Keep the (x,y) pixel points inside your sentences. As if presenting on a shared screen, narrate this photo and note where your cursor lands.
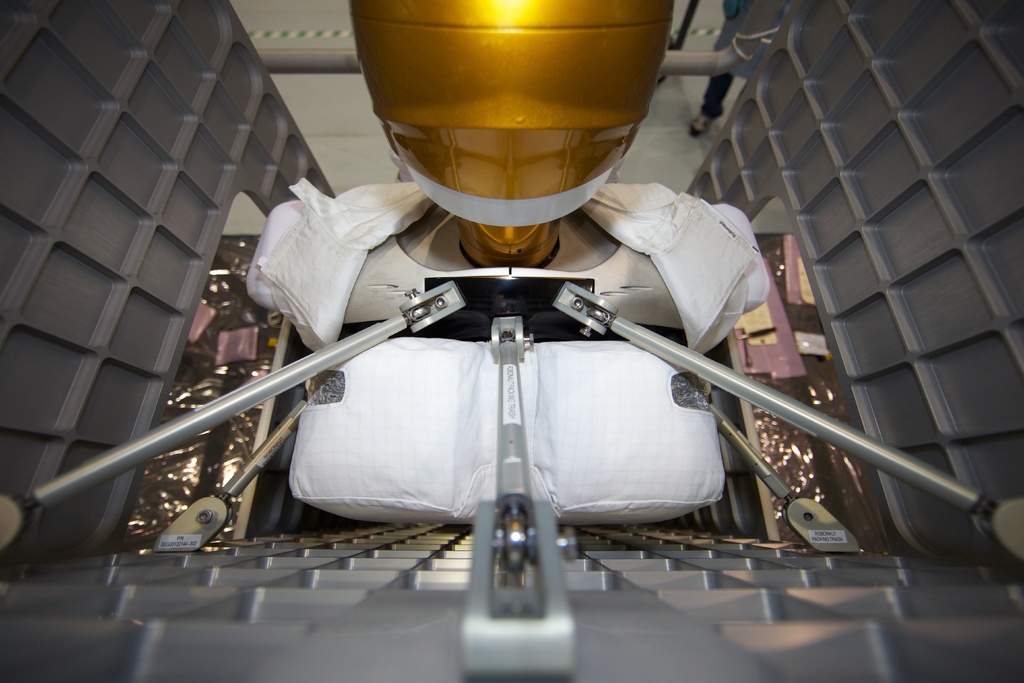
In the picture I can see a machine equipment (492,172). I can see the gold color object (522,124) at the top of the picture (606,73). I can see the white color cloth (349,227).
